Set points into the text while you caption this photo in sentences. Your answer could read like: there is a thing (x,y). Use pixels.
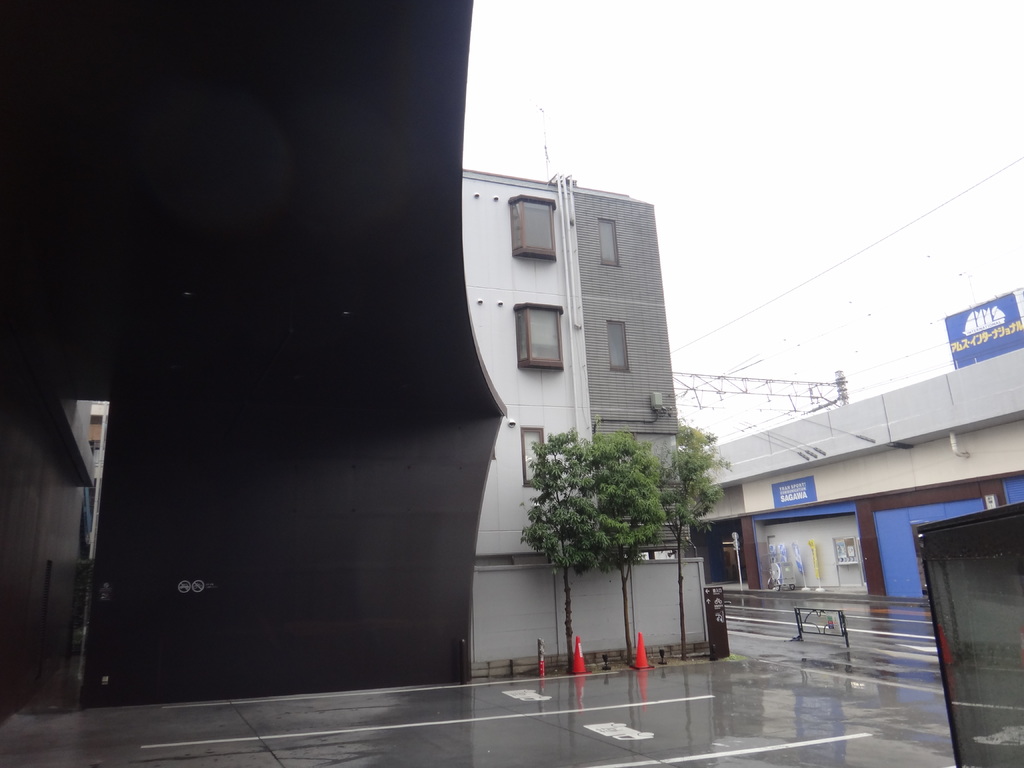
In this image I can see the road (751,688). To the side there are traffic cones (644,663) and the trees (655,506). In the back (488,478) there are buildings (791,466) and I can see the blue color board (979,341) in the top of the building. And I can also see the sky (695,112) in the back (744,143).
